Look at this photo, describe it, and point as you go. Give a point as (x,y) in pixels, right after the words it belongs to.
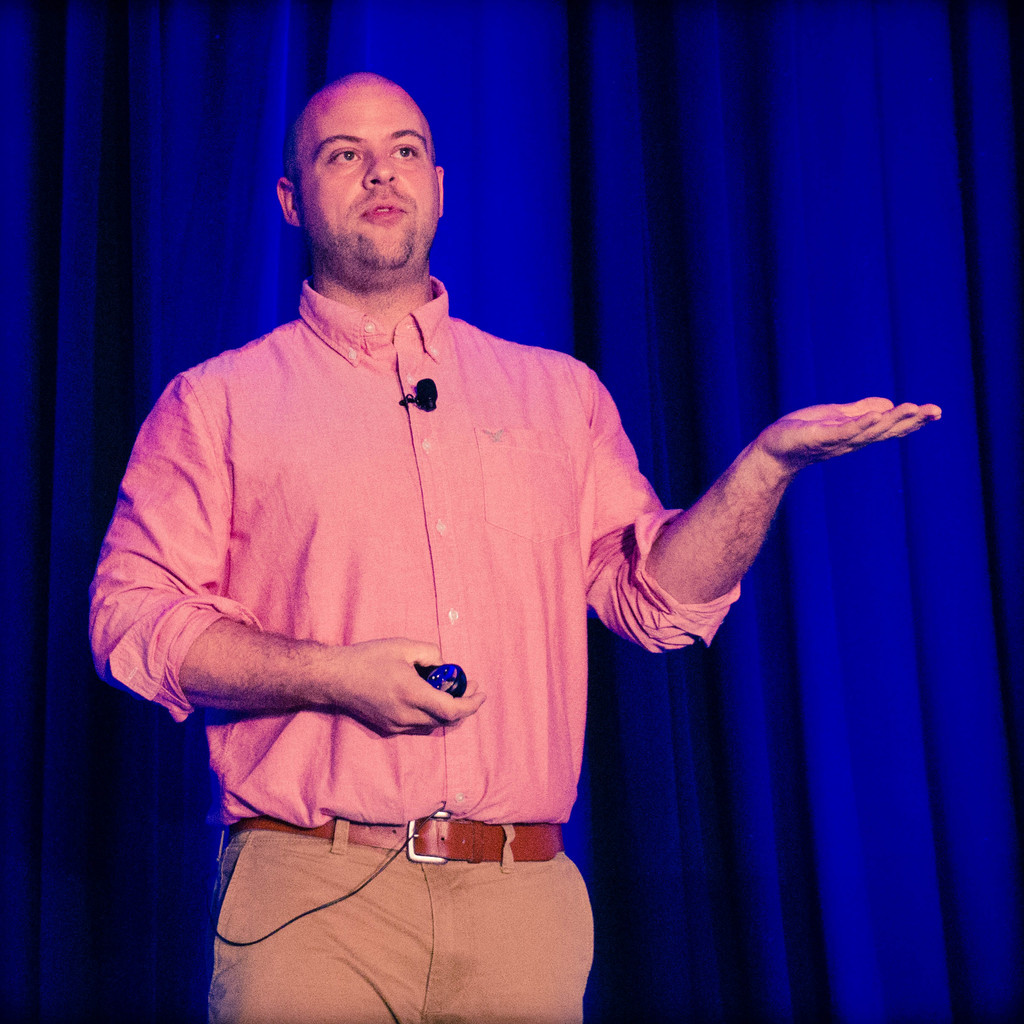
In this picture I can see there is a man (650,516) standing and he has a microphone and holding a remote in his hand (406,713). There is a blue color curtain (757,265) in the backdrop (211,60).
